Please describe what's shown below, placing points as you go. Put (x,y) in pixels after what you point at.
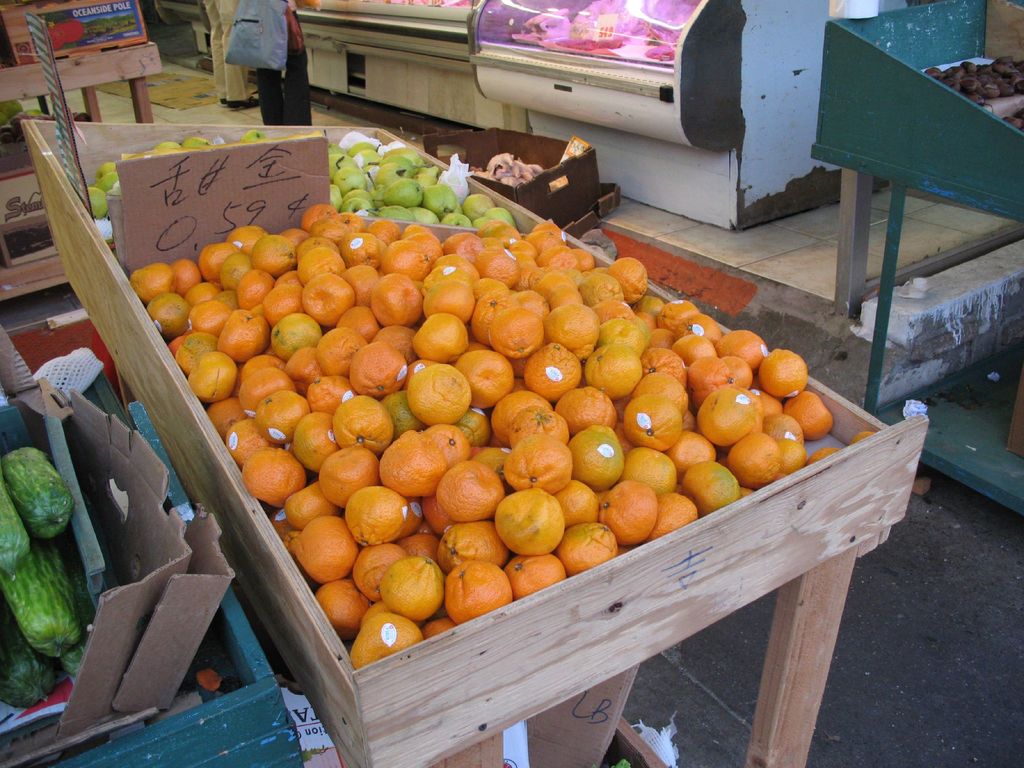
In the image we can see wooden table (695,610) and on the table (711,608) there are many fruits (332,412) and vegetables (18,616). Here we can see the price tag (201,194) and footpath (975,576). We can even see a person (272,102) wearing clothes (295,49).
